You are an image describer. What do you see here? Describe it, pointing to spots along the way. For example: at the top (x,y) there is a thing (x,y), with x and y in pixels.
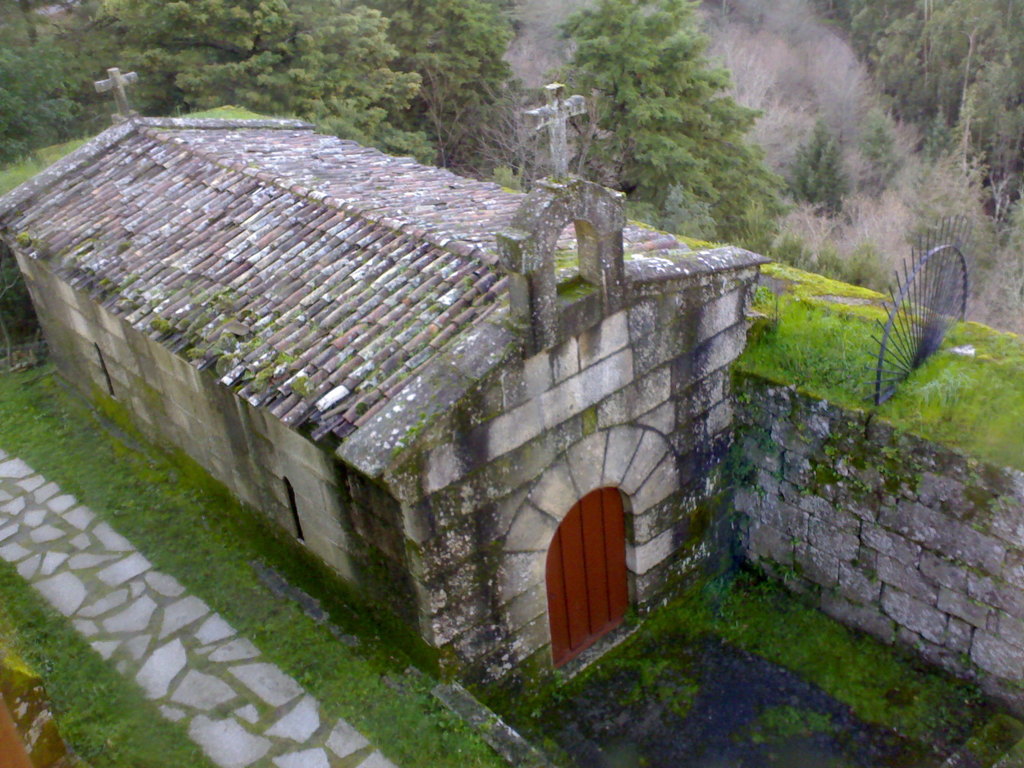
In this image I can see it looks like a church (472,316) made up of stones (579,440), there is the door (617,558) in brown color. At the top (555,105) there are symbols (569,103), at the back side (467,62) there are trees (530,151).
